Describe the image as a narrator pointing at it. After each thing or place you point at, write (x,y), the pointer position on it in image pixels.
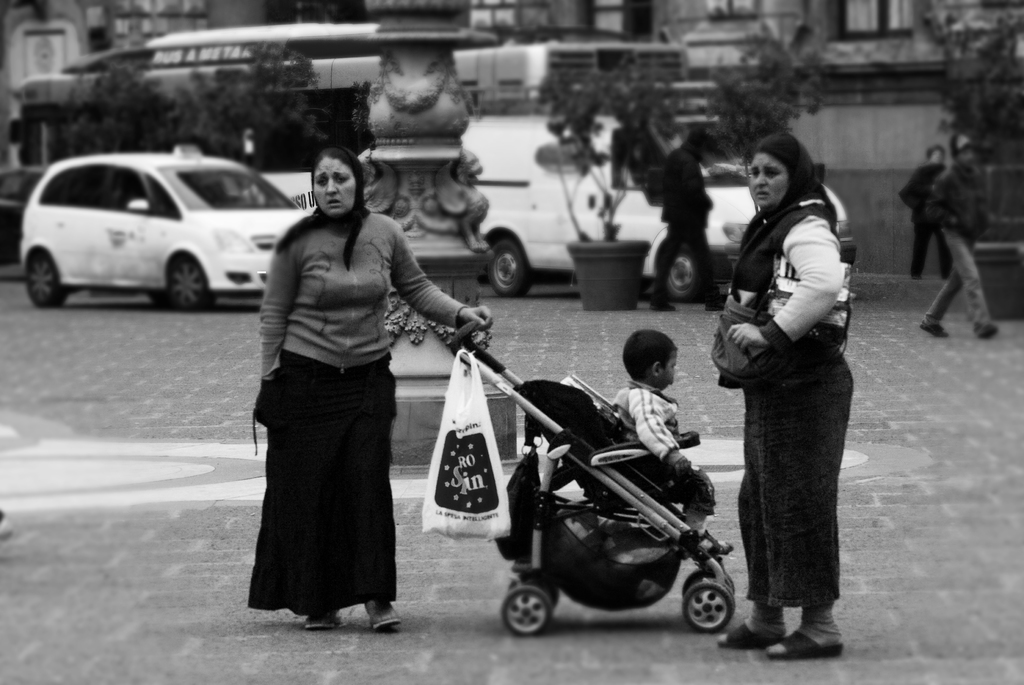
It is a black and white image, there is a woman (356,412) standing on the road (421,468) and carrying a baby (696,476) in a walker (576,454), another woman (776,245) is standing in front of the baby (685,483) and behind them there is a car (207,183) and there is a carved pillar (415,161) in front of the car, behind the pillar (381,118) there are some other vehicles (604,128).
